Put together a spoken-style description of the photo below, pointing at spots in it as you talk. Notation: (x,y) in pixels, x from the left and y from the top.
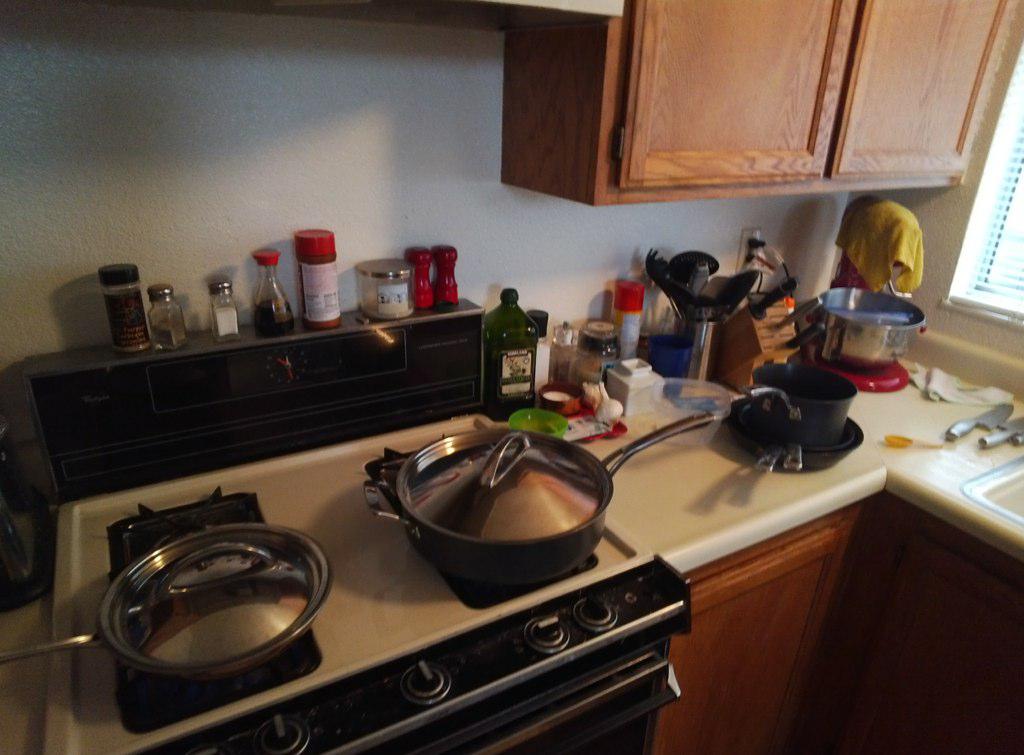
This image is clicked in the kitchen (850,316). There are many things (844,406) kept on the counter (985,357). In the front (320,620), we can see a stove (314,699) along with bowls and a pan (298,620). On the right (977,484), there is a sink (975,502). And we can see the knives (1022,419). At the top (520,65), there are cupboards (573,73). On the right (1008,301), there is a window (975,301). In the back (463,207), there is a wall (343,215).
